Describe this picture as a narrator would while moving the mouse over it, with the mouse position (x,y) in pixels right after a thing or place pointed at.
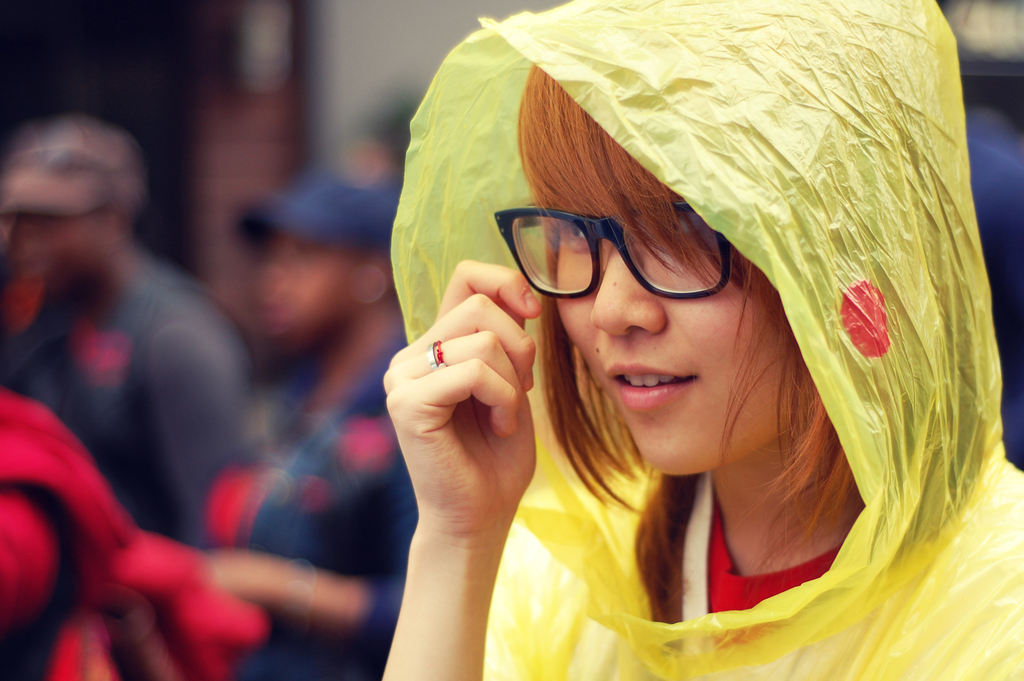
In the center of the image (488,446) we can see one woman (501,430) smiling, which we can see on her face (630,393). And we can see one yellow color plastic cover (703,164) on her. In the background (299,314), we can see a few people (173,321) are standing and wearing caps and a few other objects (224,194).
